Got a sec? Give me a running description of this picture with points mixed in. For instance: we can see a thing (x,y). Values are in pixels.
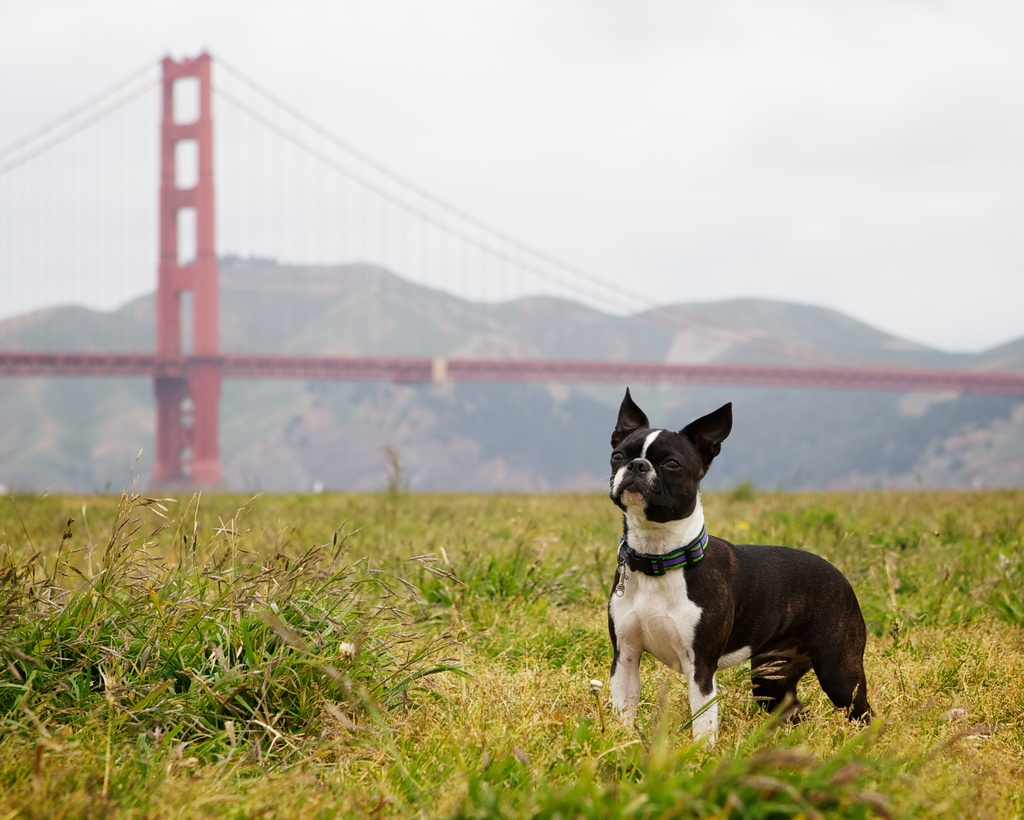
In the image there is a dog (787,607) standing in between the grass (82,532) on a surface (432,553), behind the dog (654,534) there is a bridge (186,383) and behind the bridge (178,292) there are some mountains (589,333).
